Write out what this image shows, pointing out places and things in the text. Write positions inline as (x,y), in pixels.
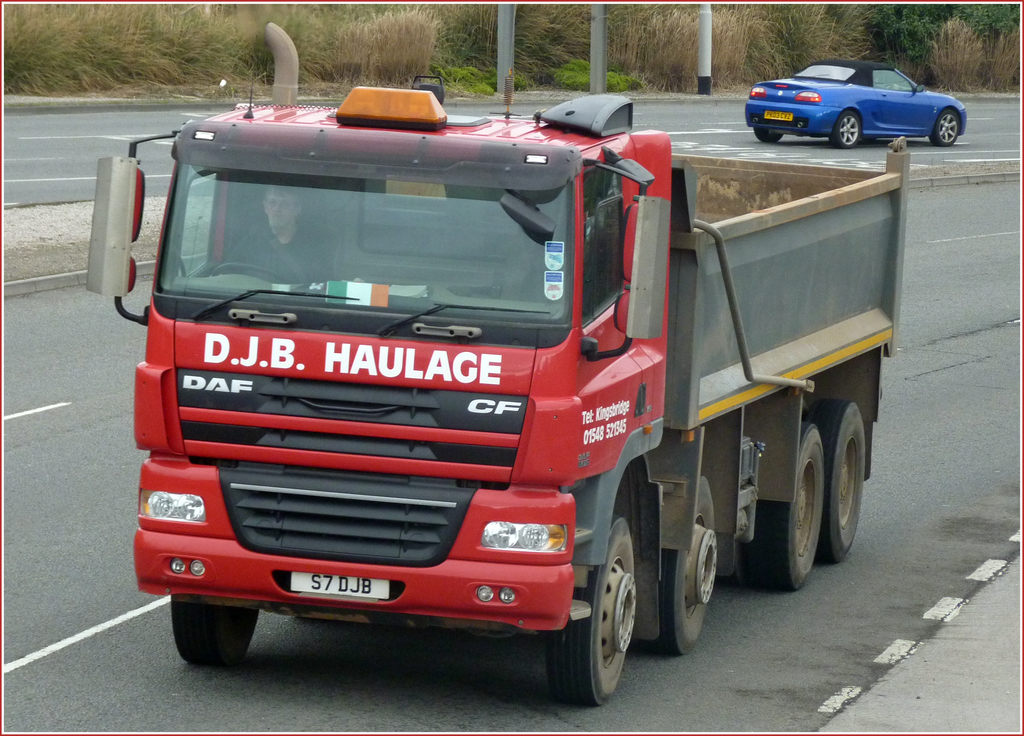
This image is taken outdoors. In the background (340,67) there are a few plants (751,47) and there are three poles (598,55). A car (833,114) is moving on the road (687,122). At the bottom of the image (742,686) there is a road (5,522). In the middle of the image (467,369) a truck (467,369) is moving on the road (393,694) and there is a man (272,227) in the truck (378,316).
